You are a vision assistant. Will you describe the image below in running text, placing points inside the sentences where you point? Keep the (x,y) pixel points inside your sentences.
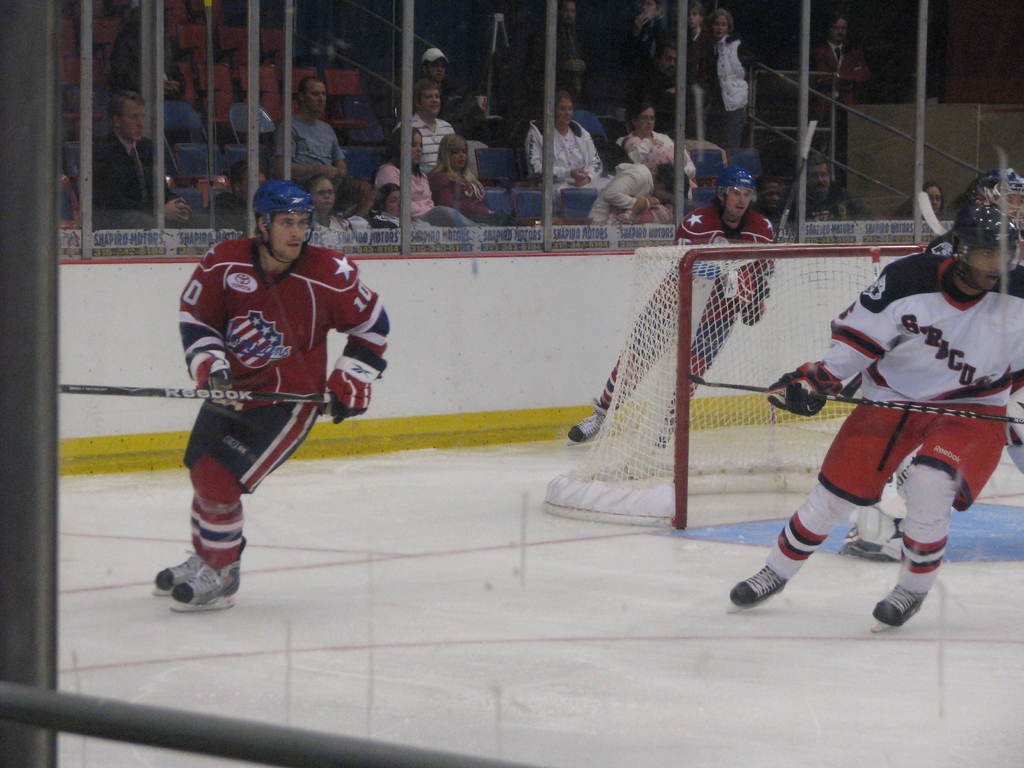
In the center of the image (368,320) we can see three persons (929,503) are skating and they are holding sticks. And we can see they are wearing helmets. In the middle of the image (657,425), there is a net (628,467). In the background (747,124), we can see poles (14,155), banners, chairs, few people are standing, few people (429,143) are sitting and few other objects (894,134).
